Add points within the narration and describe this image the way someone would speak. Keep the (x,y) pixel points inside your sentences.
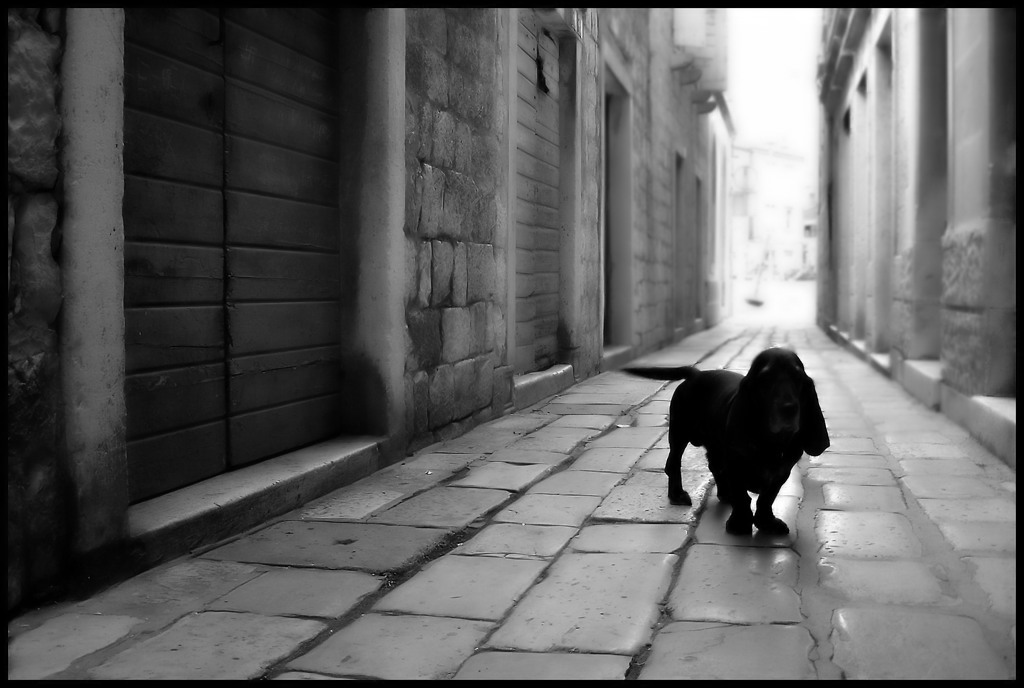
In this picture we can see a dog (740,461) is standing, on the right side (917,245) and left side (325,164) there are buildings (471,133), it is a black and white image.
